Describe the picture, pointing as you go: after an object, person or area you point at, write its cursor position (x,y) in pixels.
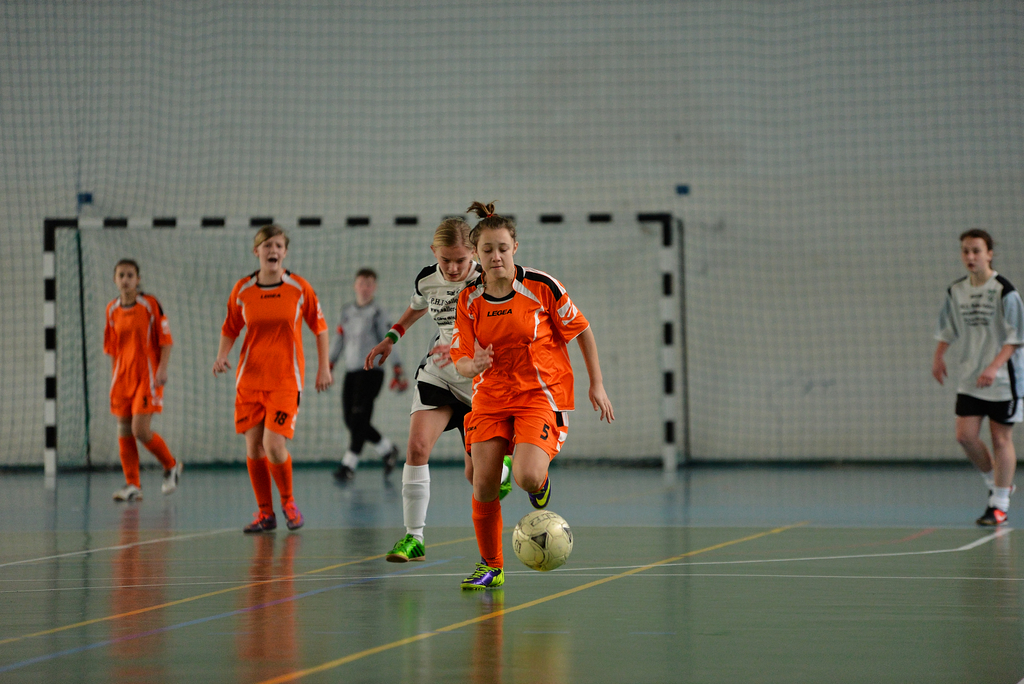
In the center of the image (501,232) there are girls (556,325) playing football. In the background of the image (48,222) there is goalpost (46,236). There is a wall (371,48).
